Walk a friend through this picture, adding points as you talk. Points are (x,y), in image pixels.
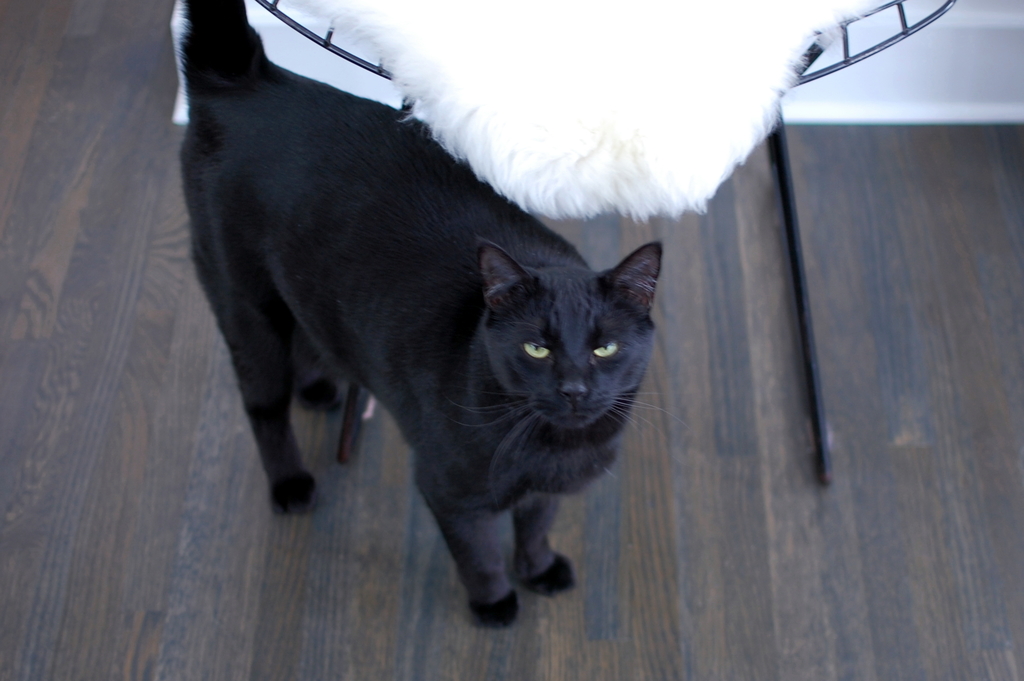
In this image there is black cat (428,322) on a wooden floor (691,421), in the background (477,105) there is a chair (848,62), in that chair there is a white pillow (603,70).
